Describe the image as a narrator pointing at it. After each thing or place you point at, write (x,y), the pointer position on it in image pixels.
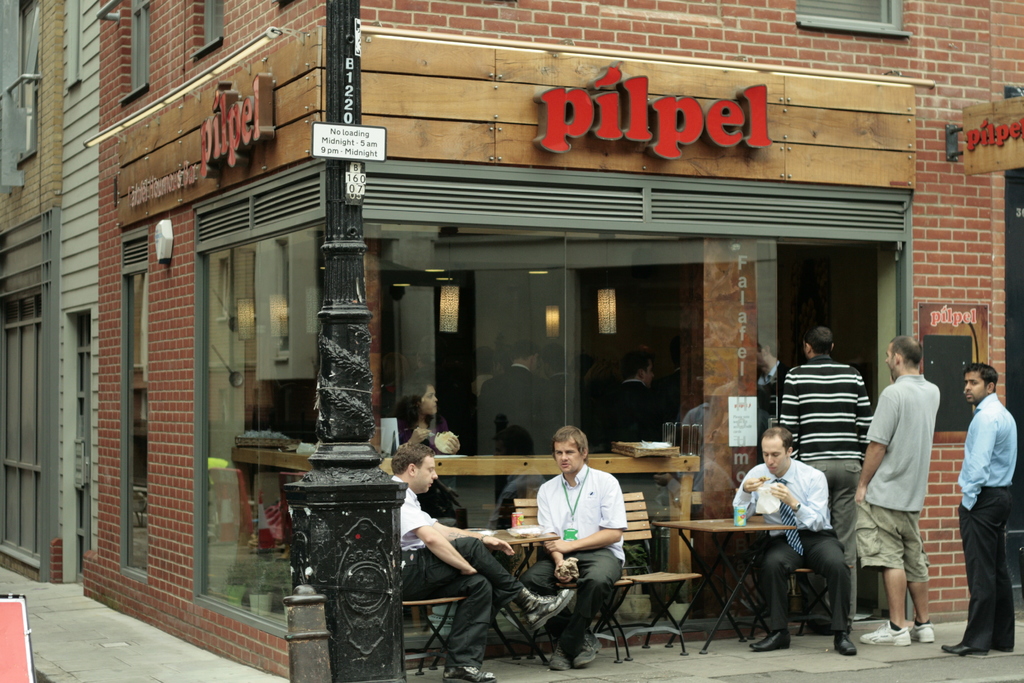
In the image there is a cafe (803,154) and outside the cafe (518,463) there are few people (803,448) and some of them are sitting around the tables (750,569), there is a pole (344,560) in front of the cafe (321,163).
